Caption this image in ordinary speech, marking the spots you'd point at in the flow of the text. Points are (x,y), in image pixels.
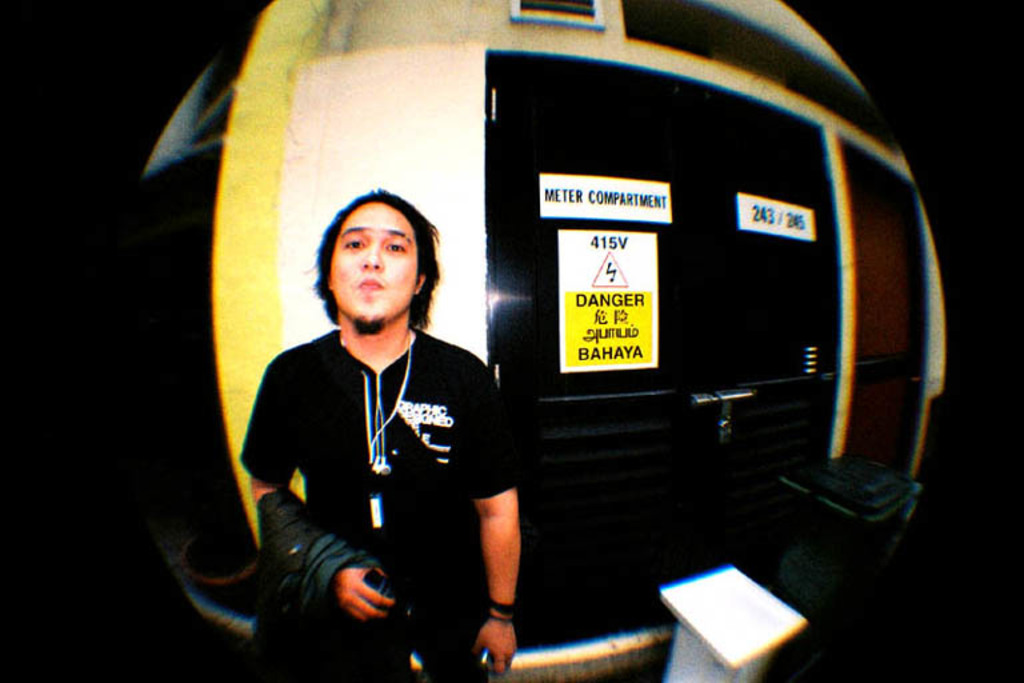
In this image, we can see a man (325,437) holding coat (342,553) in his hand (363,591) and in the background (608,274), we can see some plates (603,291).
